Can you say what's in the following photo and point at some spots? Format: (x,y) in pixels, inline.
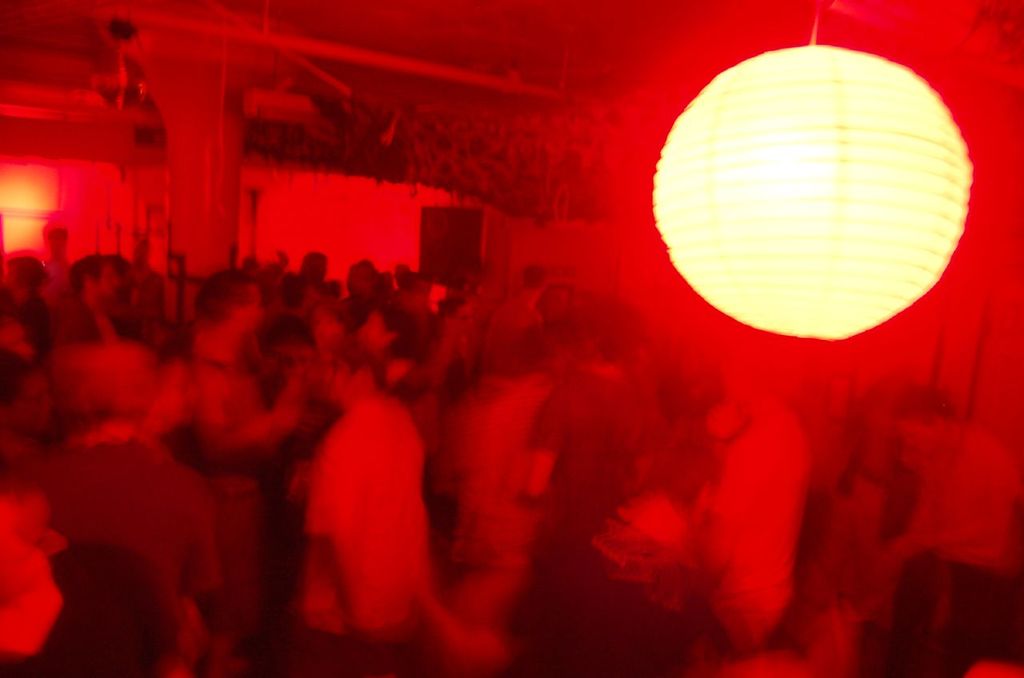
In this picture we can see a group of people (363,394) in a room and the image is in red color. Behind the people (191,410) there is a pillar (208,204) and a wall (310,222). At the top (787,220) there is a light (790,204).
